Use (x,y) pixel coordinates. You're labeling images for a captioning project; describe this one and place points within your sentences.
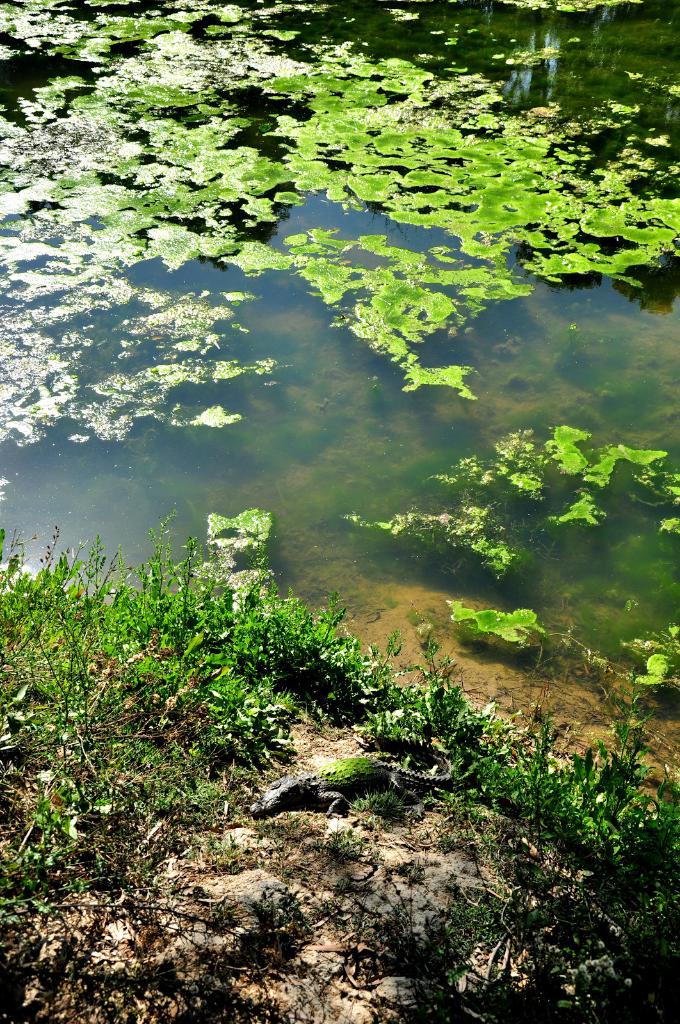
At the bottom of the image (345,809) I can see a crocodile (334,792) on the ground (200,873) and also there are some plants (151,673). On the top of the image (314,294) I can see water (364,450).
